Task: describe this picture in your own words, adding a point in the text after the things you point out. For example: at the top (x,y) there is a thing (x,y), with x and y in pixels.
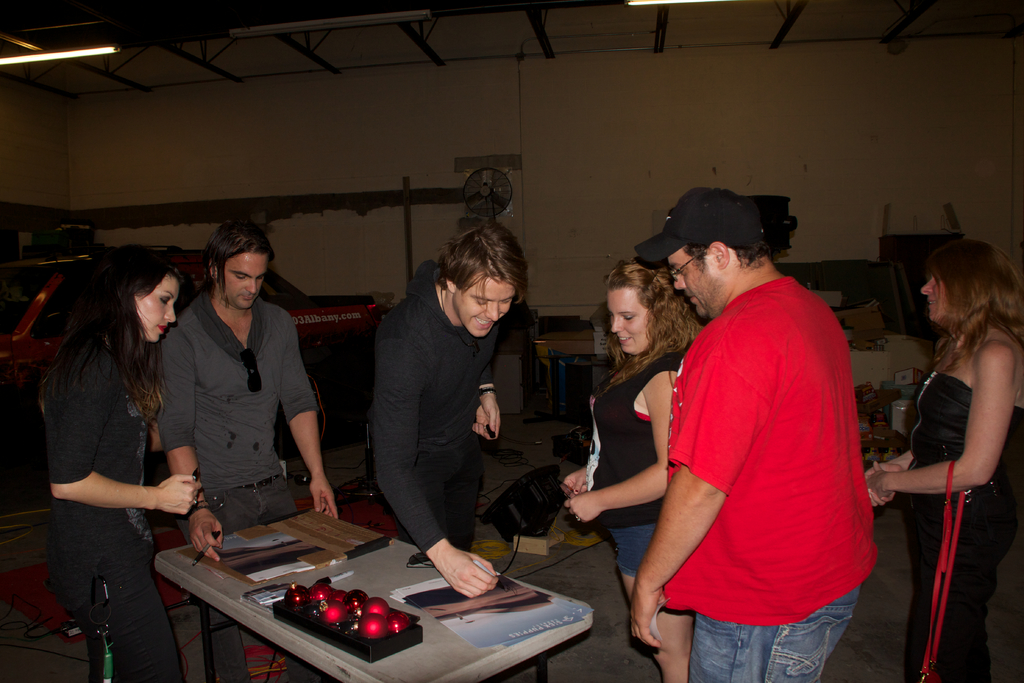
In this image we can see six person (465,550) standing. In front of the person (212,342) there is a table (376,679) with a ball (365,597) and a paper (491,616). At the background (353,313) we can see a vehicle (40,338). On the top of the room (65,86) we can see a light (91,55) and on the wall (401,139) we can see a fan (478,183).
